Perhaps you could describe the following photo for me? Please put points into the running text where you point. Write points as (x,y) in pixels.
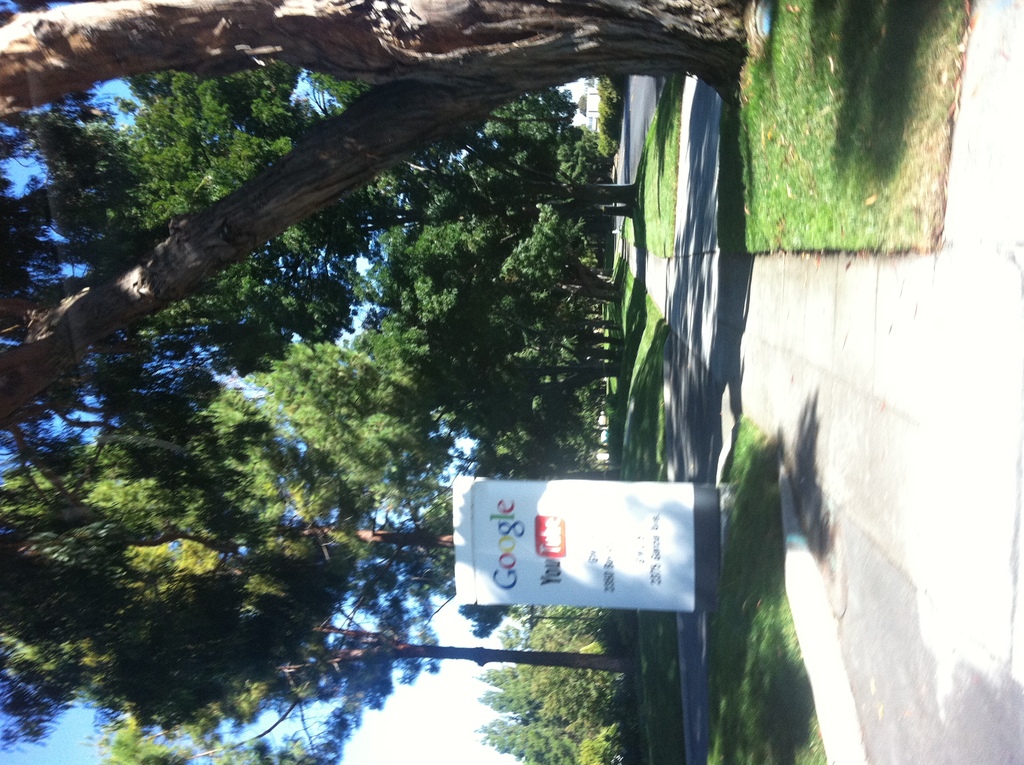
In this image there is grass (776,720) on the ground (689,661) in the front (732,571). In the center (665,500) there is a board (605,567) with some text (609,560) written on it. In the background (415,333) there are trees (503,251).
